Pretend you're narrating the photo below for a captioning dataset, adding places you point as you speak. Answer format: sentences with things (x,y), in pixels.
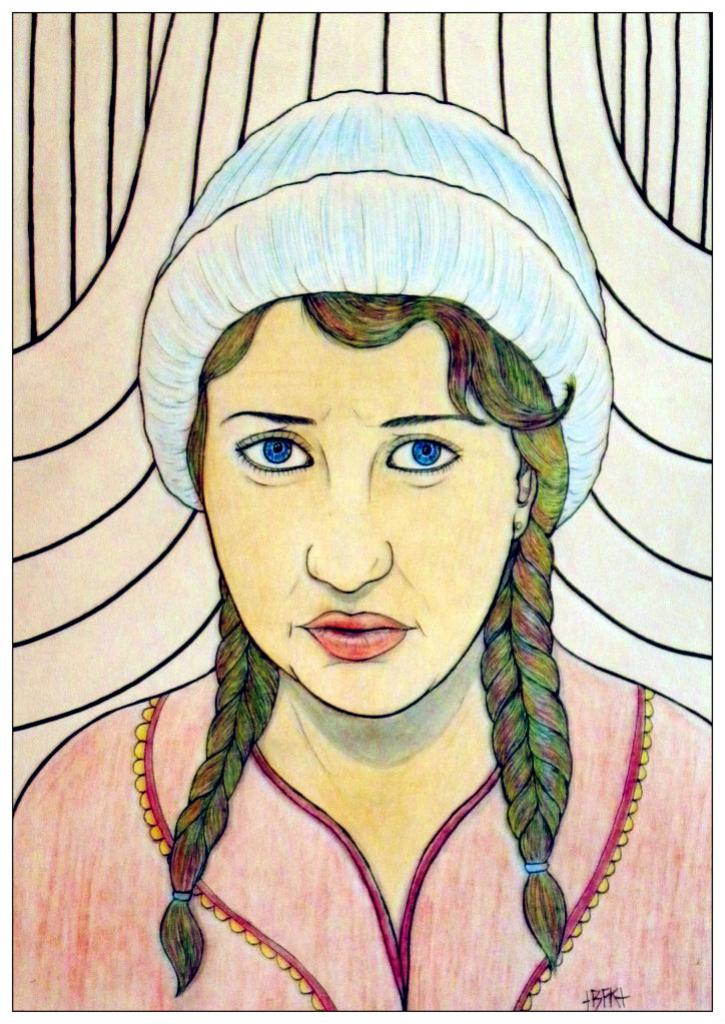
This is a painting of a person (485,865) wearing pink dress (614,900) and a blue cap (360,183).
